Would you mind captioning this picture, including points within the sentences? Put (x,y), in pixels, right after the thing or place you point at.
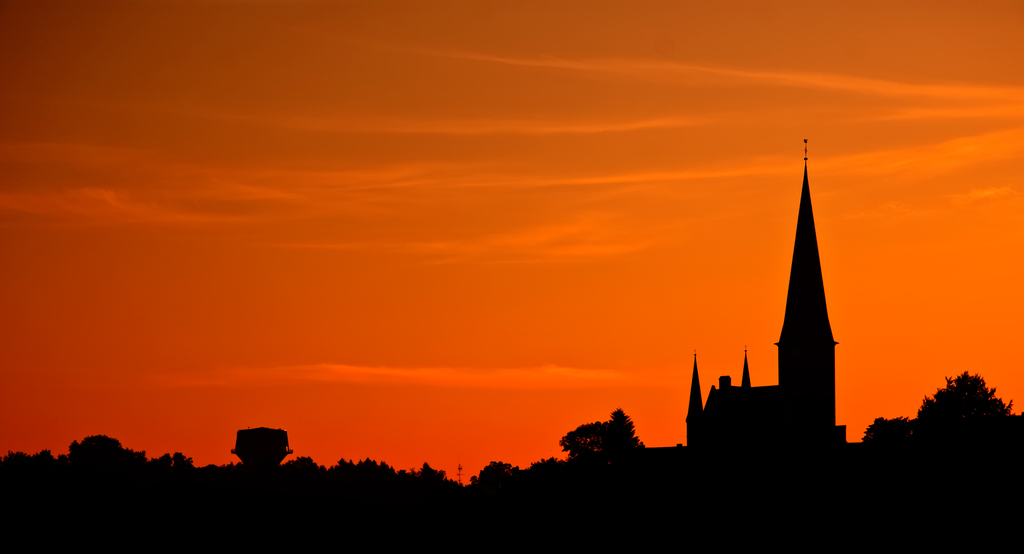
In this image, we can see buildings (759,440), trees (876,449) and there is a tower (263,456). In the background (401,220), there is sky (623,227) and which is in orange color.
